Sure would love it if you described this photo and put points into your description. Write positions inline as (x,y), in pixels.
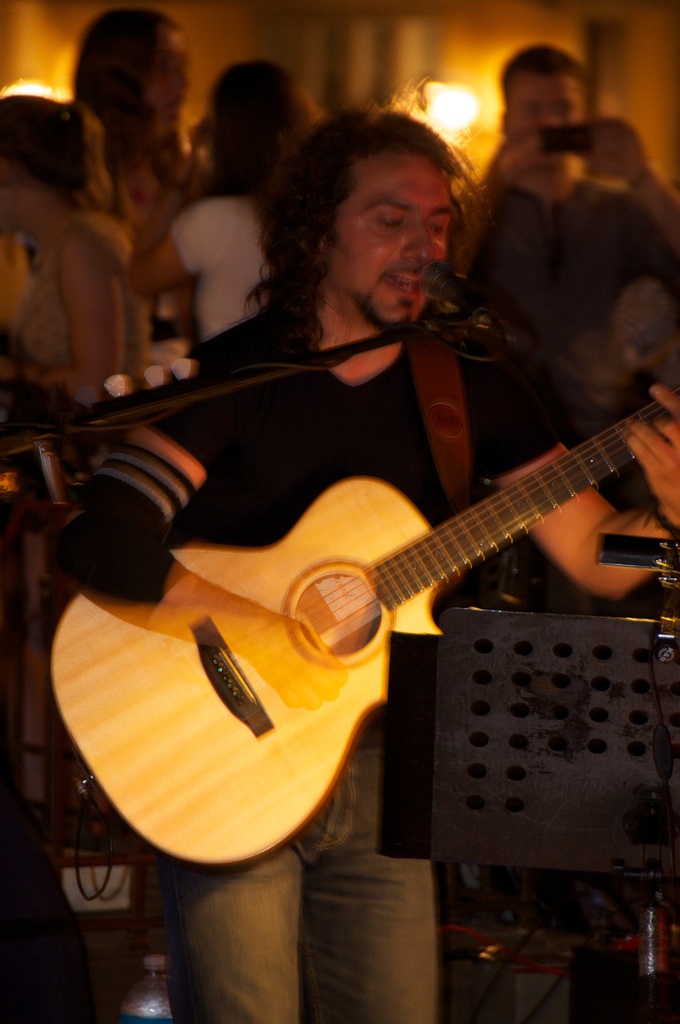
As we can see in the image there are few people (209,180) standing over here. In the front (358,375) there is a mic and a man (248,350) holding guitar (417,572) in his hand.
